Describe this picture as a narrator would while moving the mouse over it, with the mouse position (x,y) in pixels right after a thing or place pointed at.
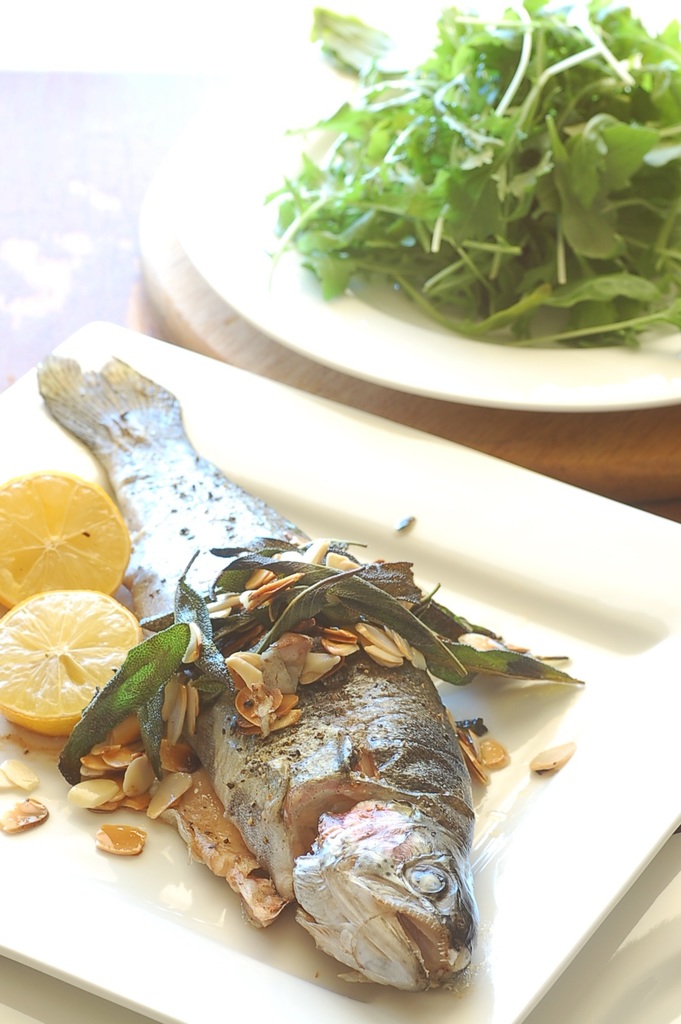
In this picture I can see the fried fish (243,515), lemon (4,507), leaves (505,669) and other objects (272,681) in a white plate (463,607). In the top right corner (644,36) I can see the salad (476,125) which is kept on a plate (553,313). This plates (525,372) are kept on the table (653,471).
